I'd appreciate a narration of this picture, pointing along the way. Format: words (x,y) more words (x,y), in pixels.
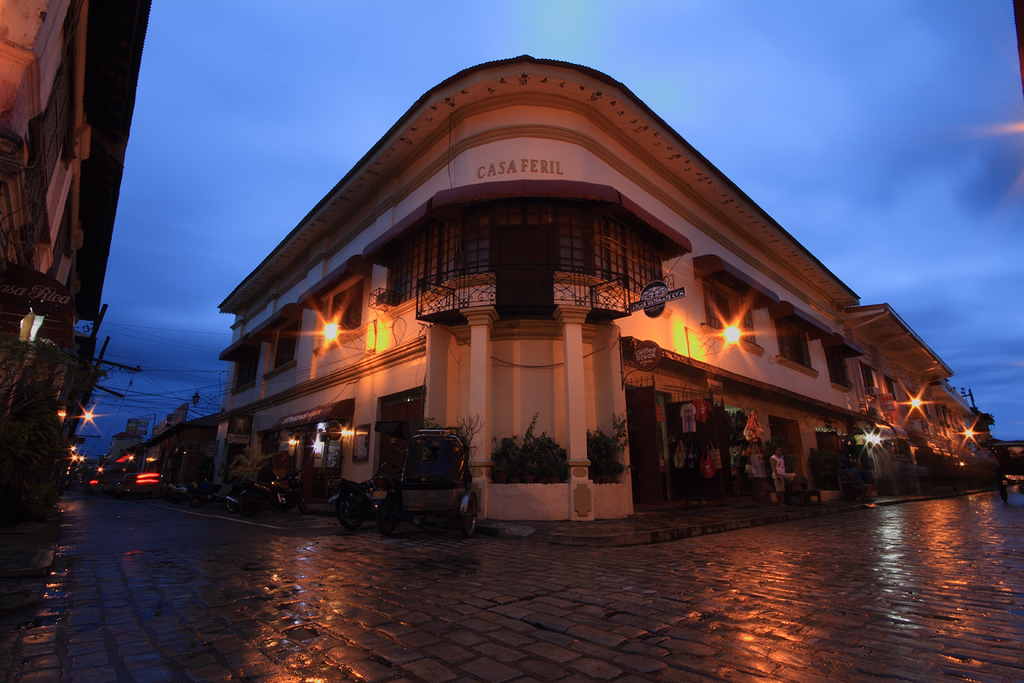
In this image we can see the buildings (299,351), there are some plants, lights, poles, wires (126,407), grille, vehicles (429,492), people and boards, in the background (864,22) we can see the sky (864,22) with clouds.
